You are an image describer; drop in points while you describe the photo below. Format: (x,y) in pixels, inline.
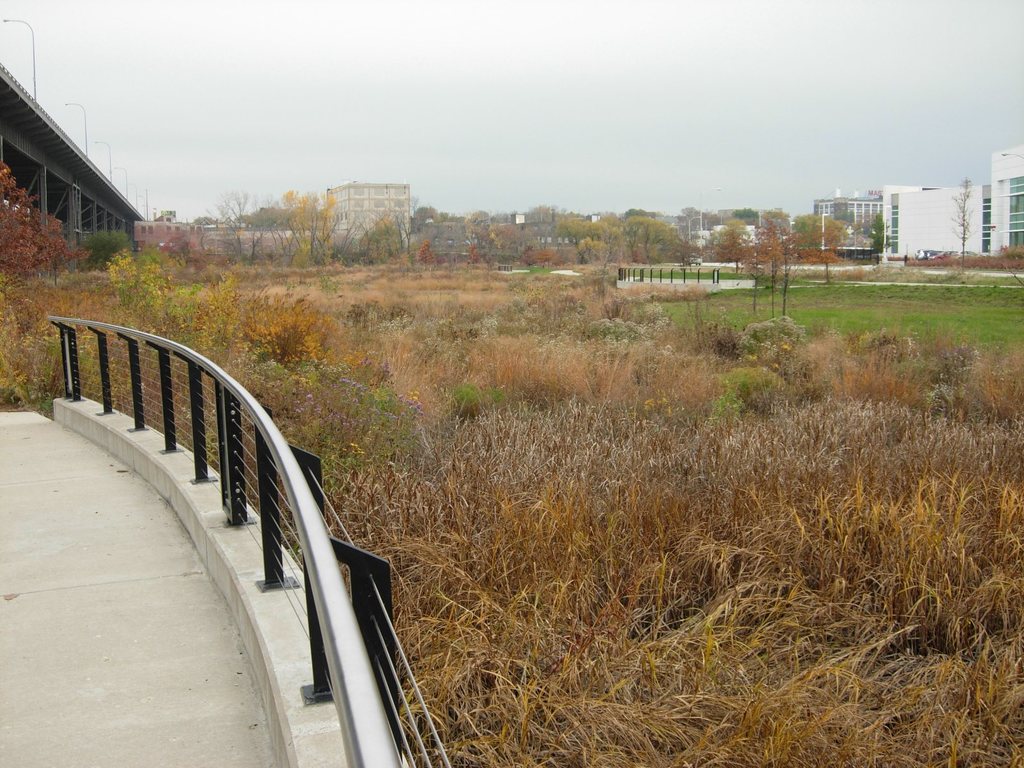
In the picture here I can see the steel railing (345,671), dry grass (353,479), bridge (57,160) on the left side of the image (45,164), we can see grass (545,337), trees (259,251), buildings (1013,196) and the sky (657,164) in the background (530,164).
